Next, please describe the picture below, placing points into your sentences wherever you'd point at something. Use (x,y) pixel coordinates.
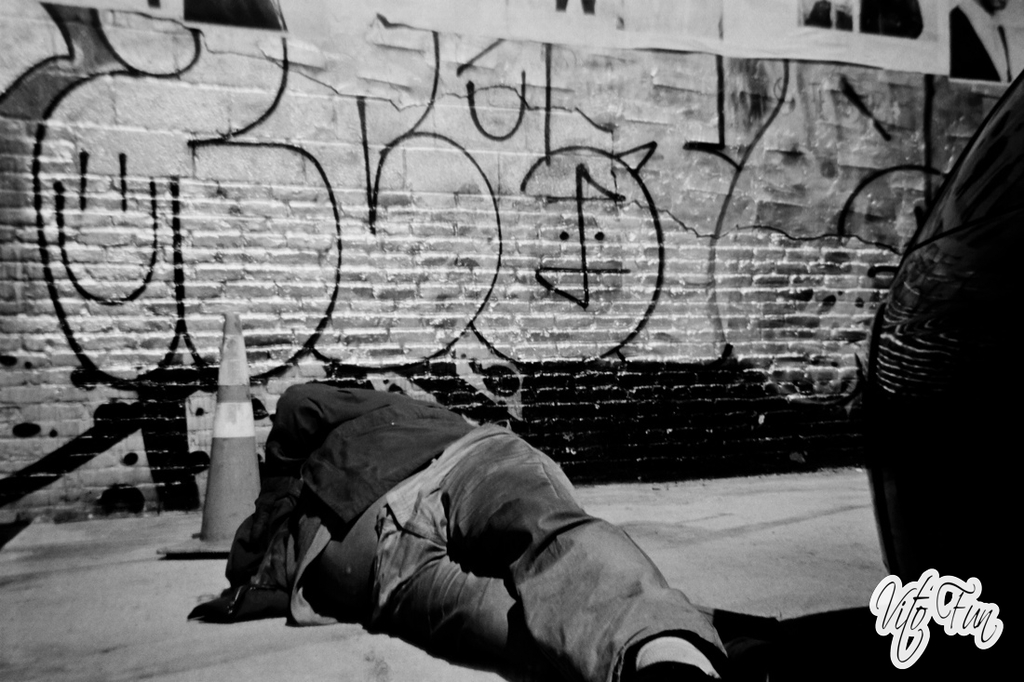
In this picture there is a person (404,486) lying on the surface (235,642) and we can see black object (987,550) and traffic cone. In the background of the image (530,100) we can see posters (733,46) and drawing (541,278) on the wall (541,265).
